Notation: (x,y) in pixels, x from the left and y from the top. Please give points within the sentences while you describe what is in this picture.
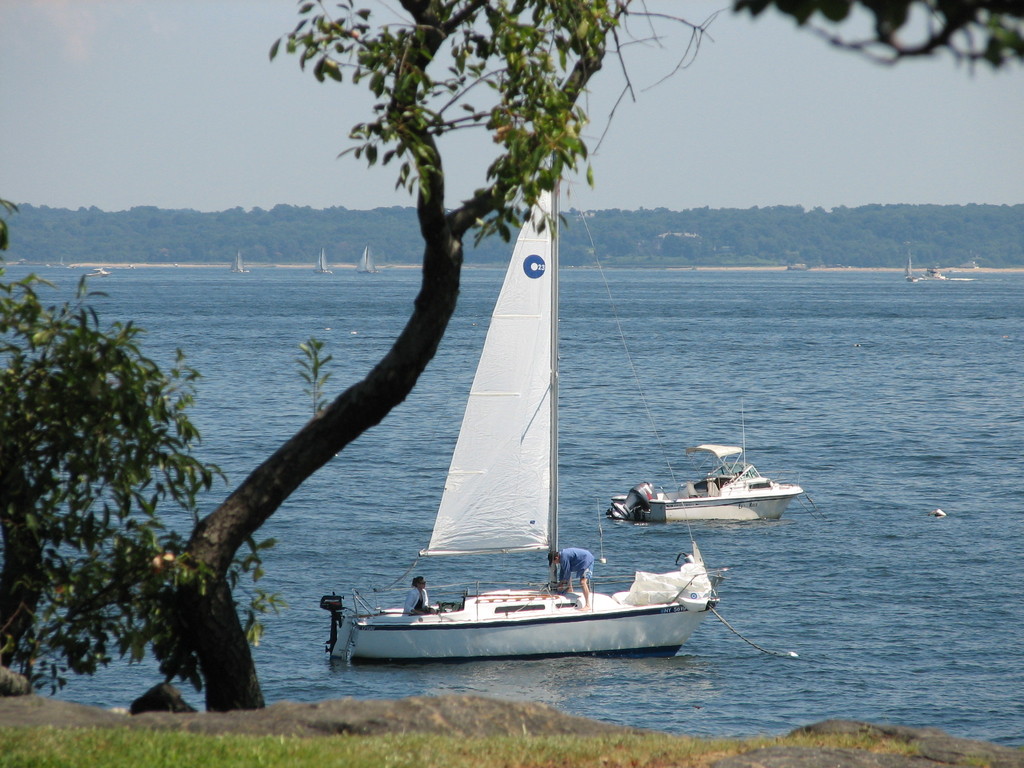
In the image on the water body (677,552) there are boats (696,551). On the boat (395,612) there are few people (415,607). In the foreground (116,577) there is tree (432,196). In the background (700,186) there are trees (166,224), building (680,237) and sky (712,191).
